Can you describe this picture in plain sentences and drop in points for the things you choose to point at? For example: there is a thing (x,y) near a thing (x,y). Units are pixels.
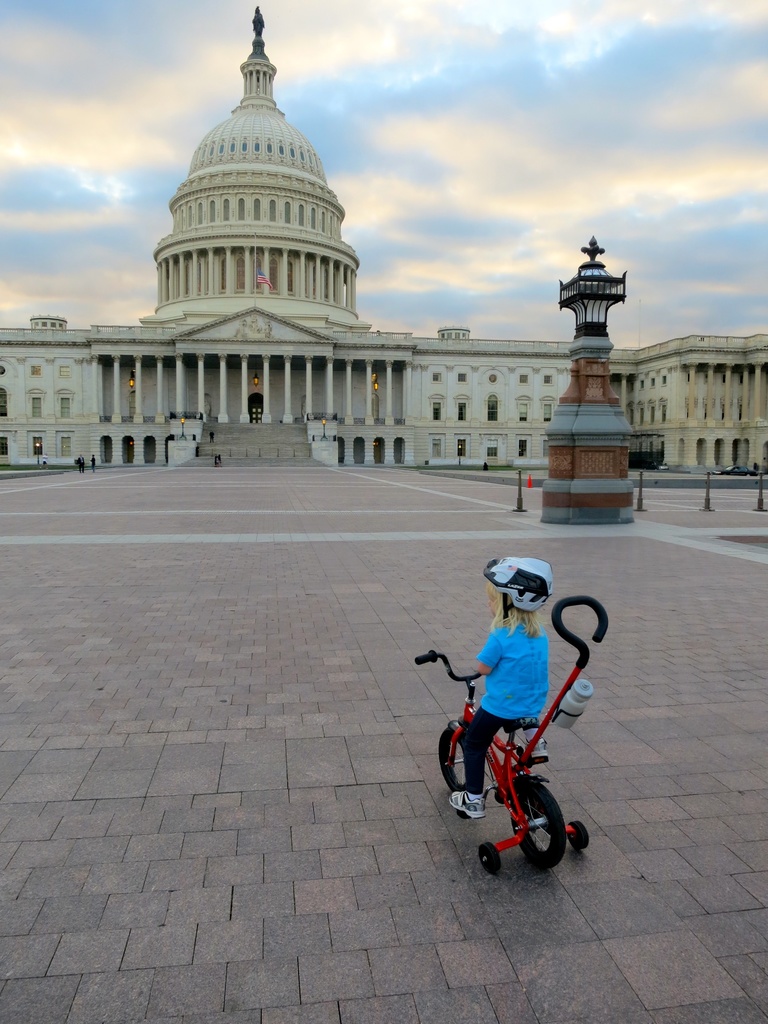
In this image in front (478,728) there is a girl (524,650) sitting on the cycle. On the right side of the image (556,472) there is a memorial (601,509). There are poles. In the center of the image (266,429) there are stairs (245,435). In the background of the image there are people (78,460) standing on the floor (278,526). There are buildings (434,364), lights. At the top of the image (526,77) there is sky (545,67).
